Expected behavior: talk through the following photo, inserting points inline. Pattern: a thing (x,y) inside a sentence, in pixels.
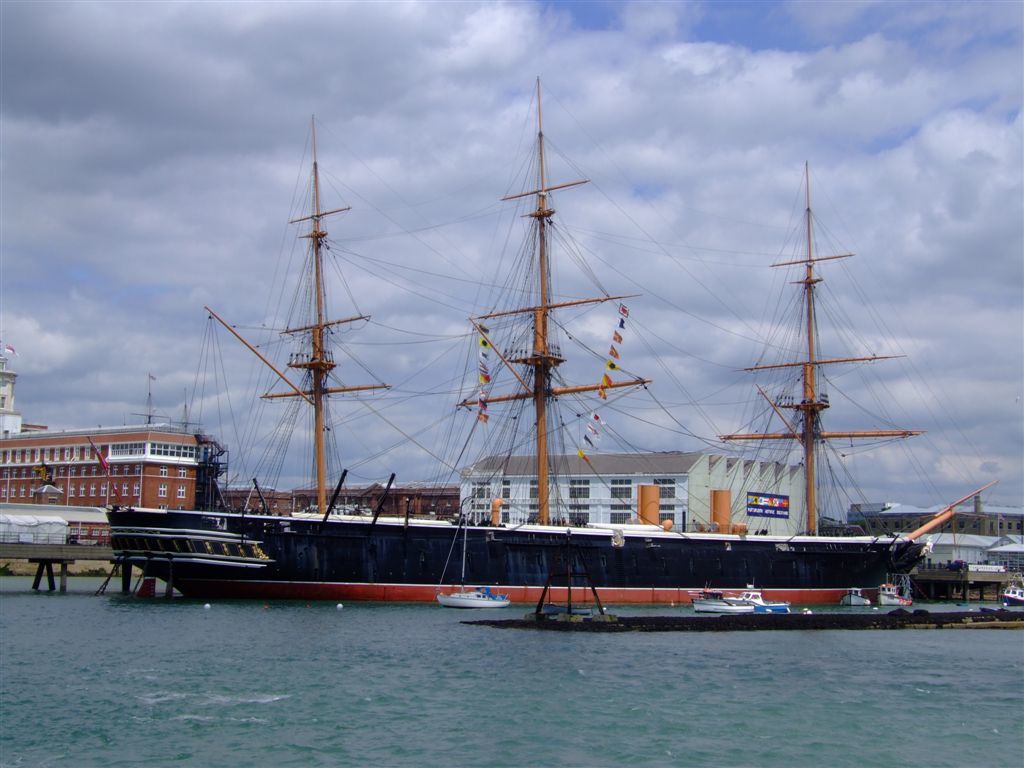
Here we can see water (715,684), ship (721,587), boats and bridge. Background (980,531) there are buildings (83,468) and sky (659,371). Sky (659,371) is cloudy. These are rods (807,264) and flags (481,407).
